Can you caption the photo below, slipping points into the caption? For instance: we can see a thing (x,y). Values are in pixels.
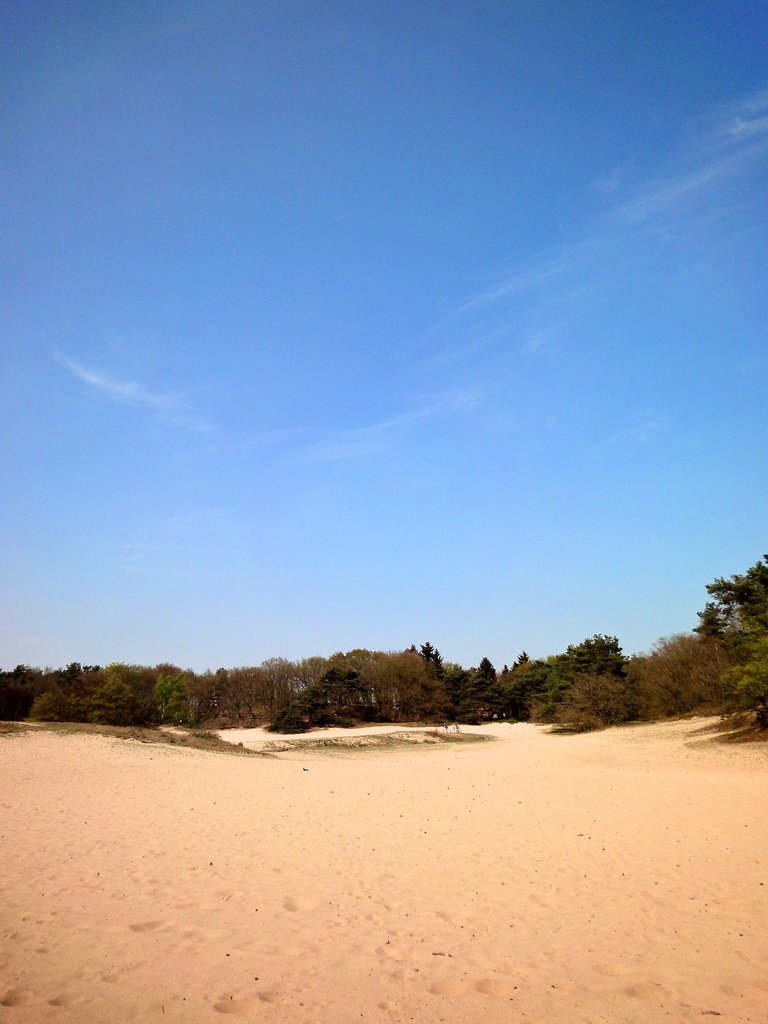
At the bottom of the image (165,857) there is sand (229,948). In the background of the image (338,677) there are trees (333,694). At the top of the image (458,136) there is sky (444,458).
